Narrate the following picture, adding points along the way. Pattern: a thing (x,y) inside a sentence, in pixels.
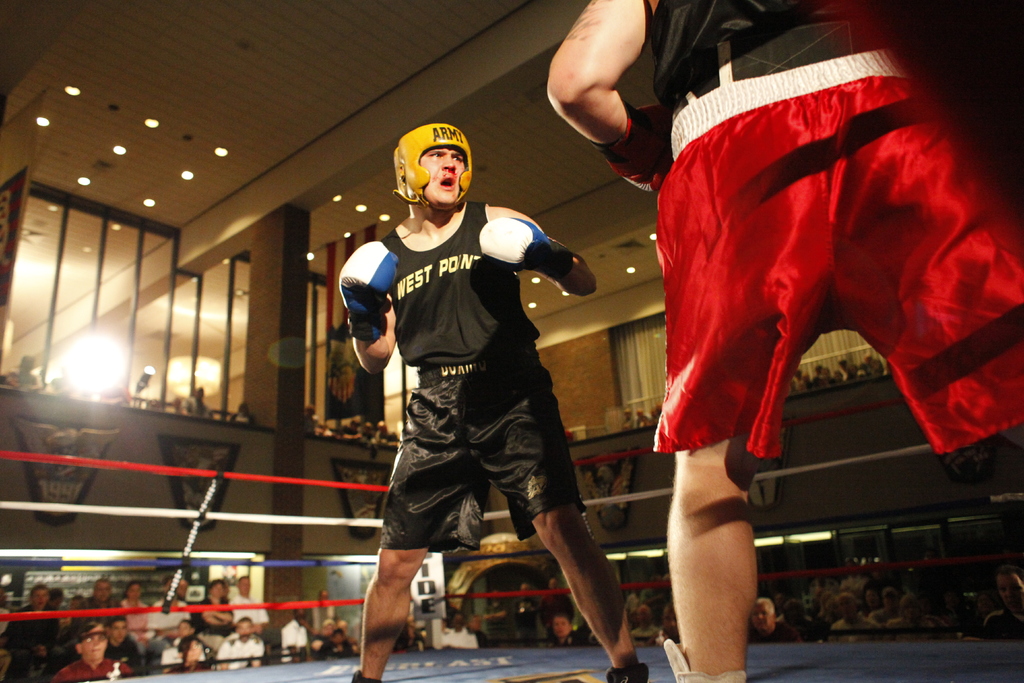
In this image I can see in the middle (453,442) two persons (944,346) are doing boxing, in the left hand side (186,615) bottom a group of people (252,637) are watching this game. At the top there are ceiling lights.
